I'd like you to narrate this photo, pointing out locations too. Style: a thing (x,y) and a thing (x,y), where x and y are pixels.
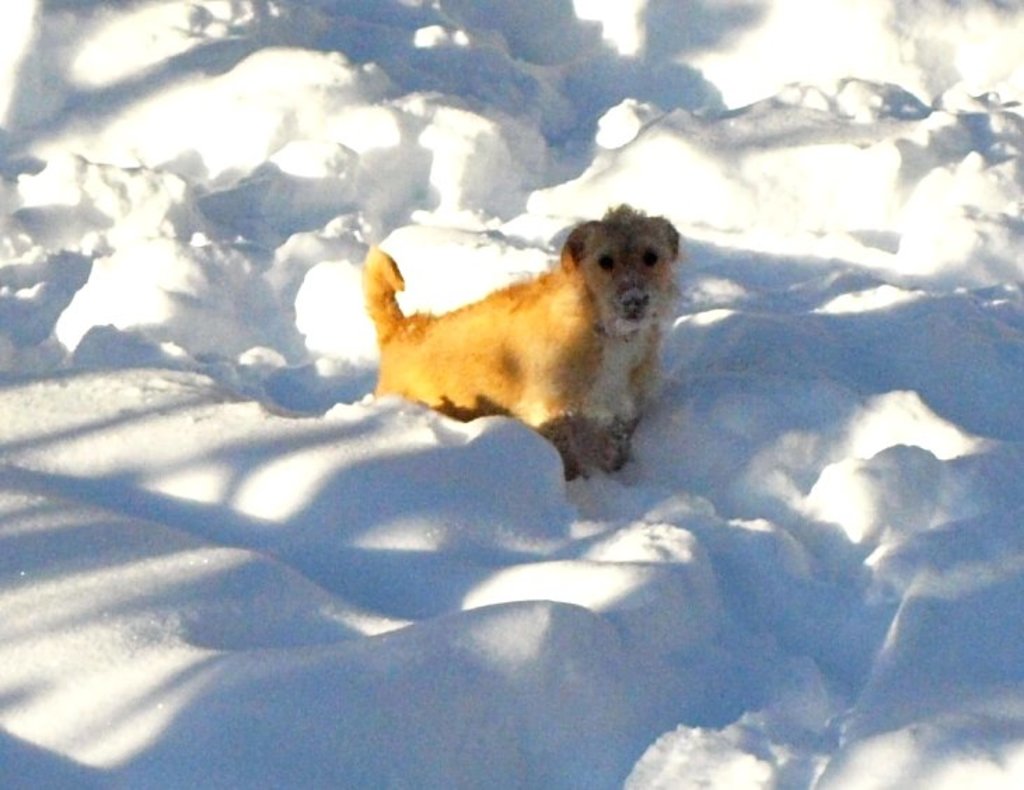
In this picture, we see a dog (569,378) in brown color. This dog (533,343) is looking at the camera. In the background (672,405), we see the ice (672,414).
